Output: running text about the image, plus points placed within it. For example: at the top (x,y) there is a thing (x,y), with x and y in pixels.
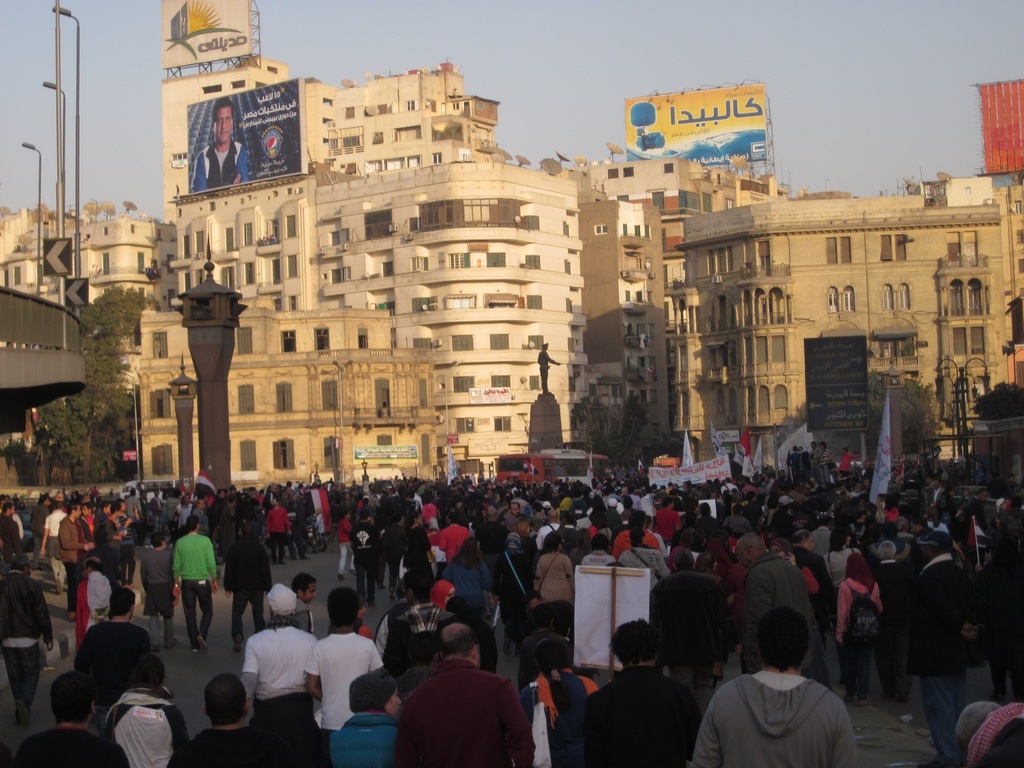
There are group of persons (91,560), some of them, holding hoardings (615,612) and some of them holding banners (713,462), on the road (335,550). In the background (165,332), there are buildings (502,261), there are statues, a bridge (37,369), there are poles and there is a sky (368,11).
